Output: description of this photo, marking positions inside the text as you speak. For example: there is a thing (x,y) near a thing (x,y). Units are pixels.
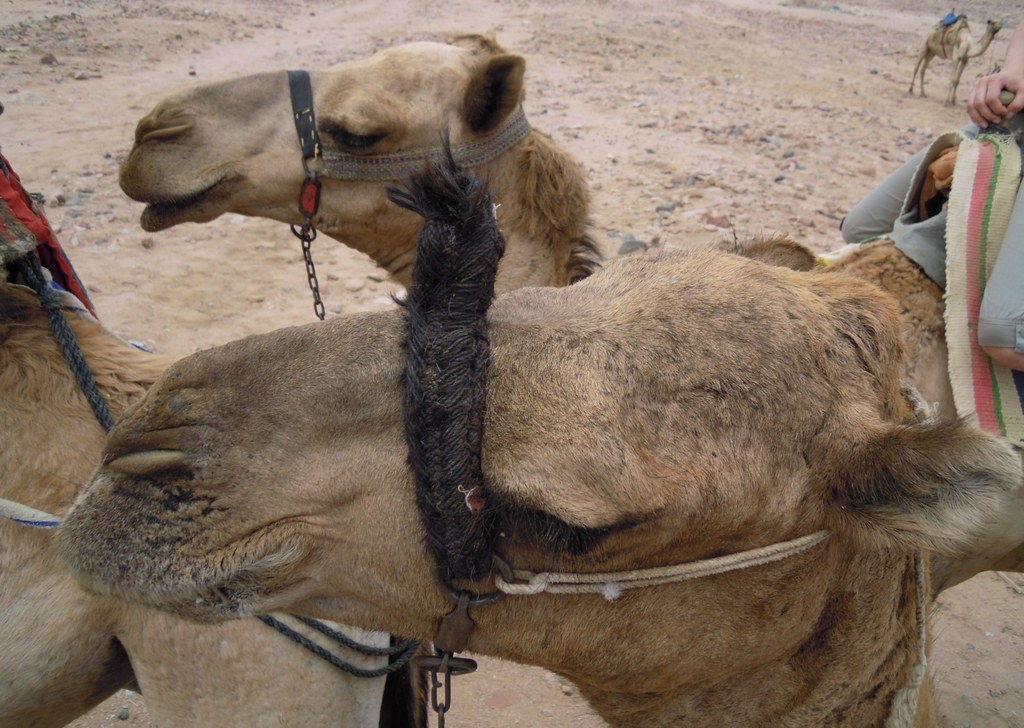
These are the camels (635,609) and this is sand (634,152).
